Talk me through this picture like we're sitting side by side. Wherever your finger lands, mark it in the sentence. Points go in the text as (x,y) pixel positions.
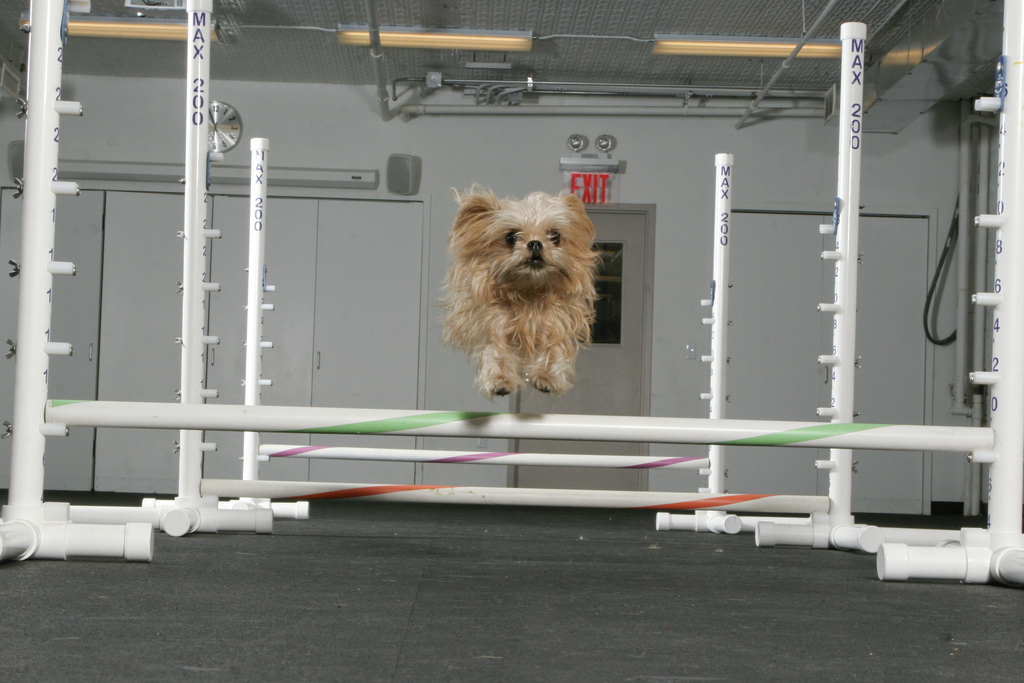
In this image I can see the dog (487,305) which is in cream and brown color. I can see few plastic rods (302,457). In the background (586,169) I can see the exit-board (566,190) and there are lights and few pipes (495,115) at the top (425,78).
